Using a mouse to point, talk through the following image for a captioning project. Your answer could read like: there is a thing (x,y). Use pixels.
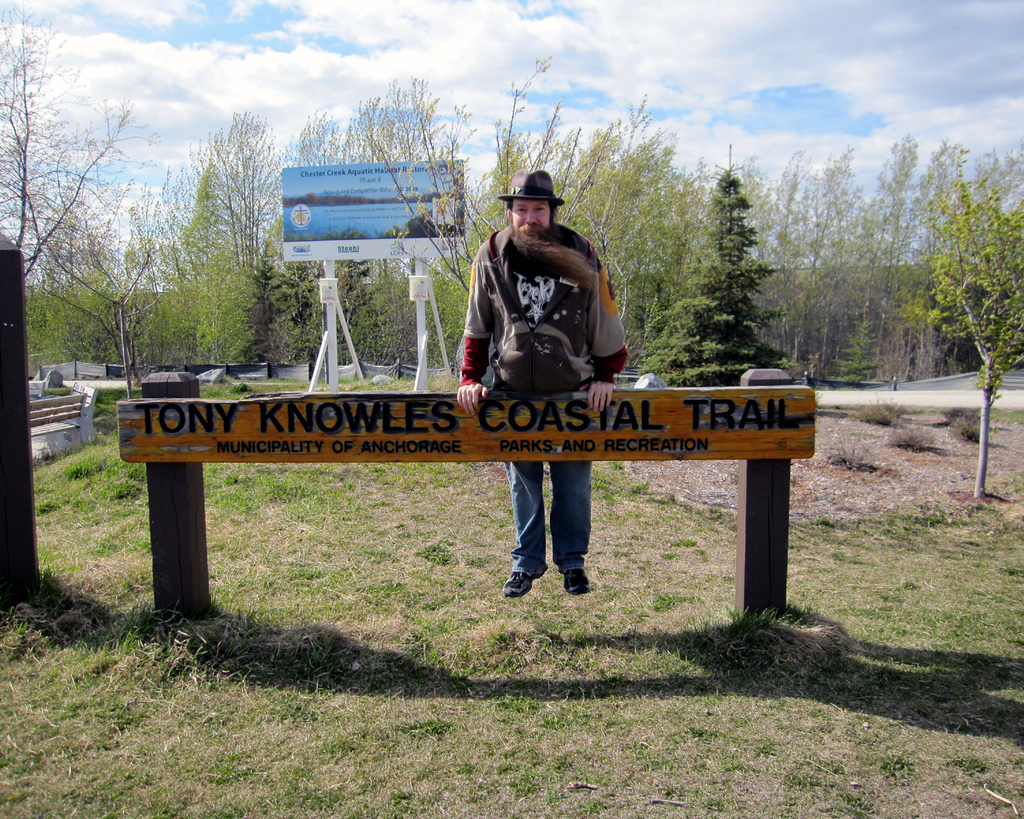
In the center of the image (540,318) there is a man (526,257) with a hat (527,190) and a beard (522,241) and he is placing his hands (609,403) on the coastal board (506,420). In the background (364,189) there is also information board (385,220). Image also consists of many trees (720,247). At the top (914,180) there is a sky (886,69) with clouds (860,71) and at the bottom (397,675) there is grass (423,766).
